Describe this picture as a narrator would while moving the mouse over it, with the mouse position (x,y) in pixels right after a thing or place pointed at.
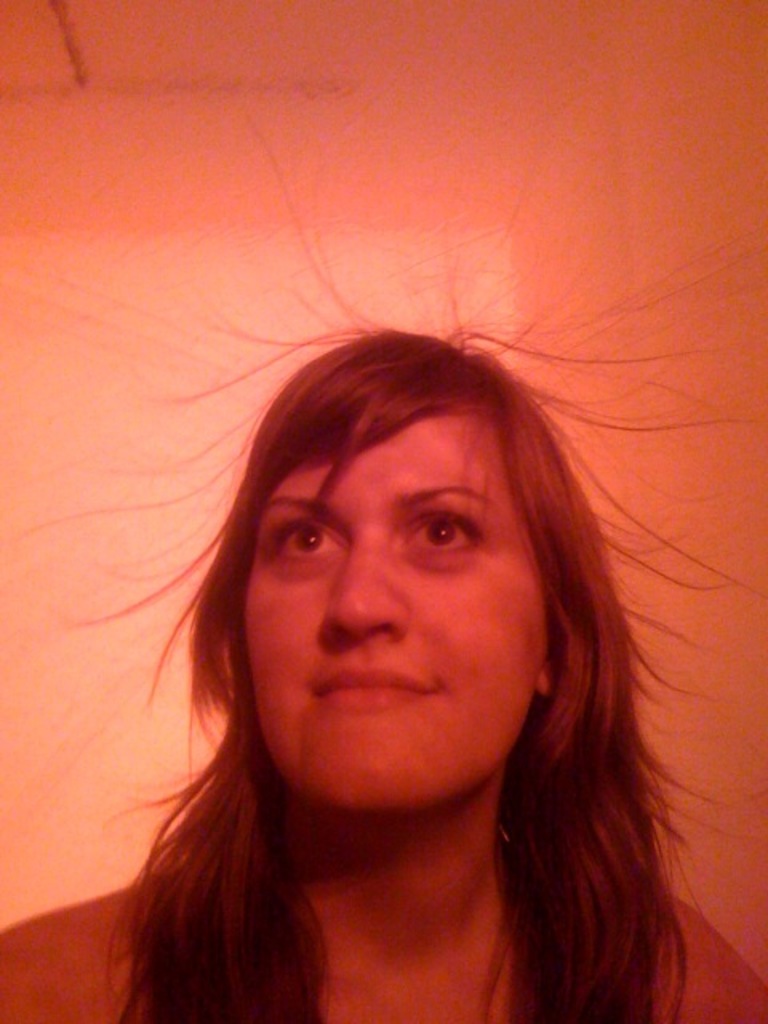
In this picture we can see a woman (361,614) smiling and in the background (322,133) it is blurry.
